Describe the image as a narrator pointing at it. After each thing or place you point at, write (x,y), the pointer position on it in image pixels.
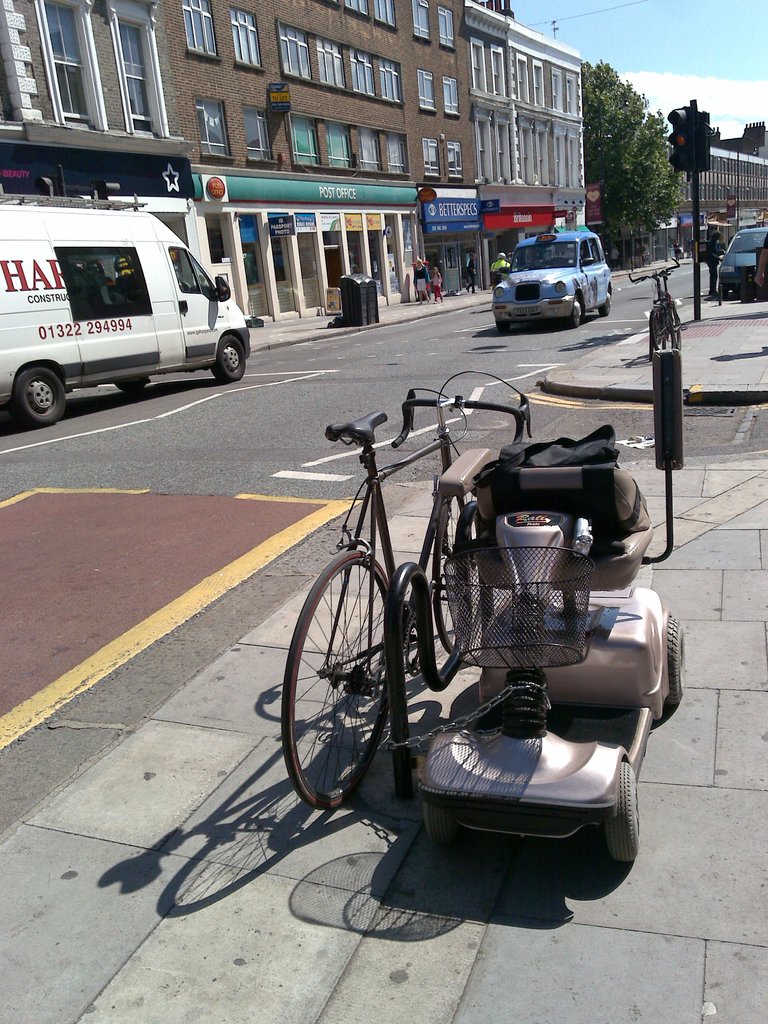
In this picture I can see vehicles (20,372) on the road (81,514), there are buildings (548,101), there are group of people (765,264) standing, there are signal lights (676,147) to a pole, there are trees (656,140), and in the background (704,94) there is sky (700,66).
